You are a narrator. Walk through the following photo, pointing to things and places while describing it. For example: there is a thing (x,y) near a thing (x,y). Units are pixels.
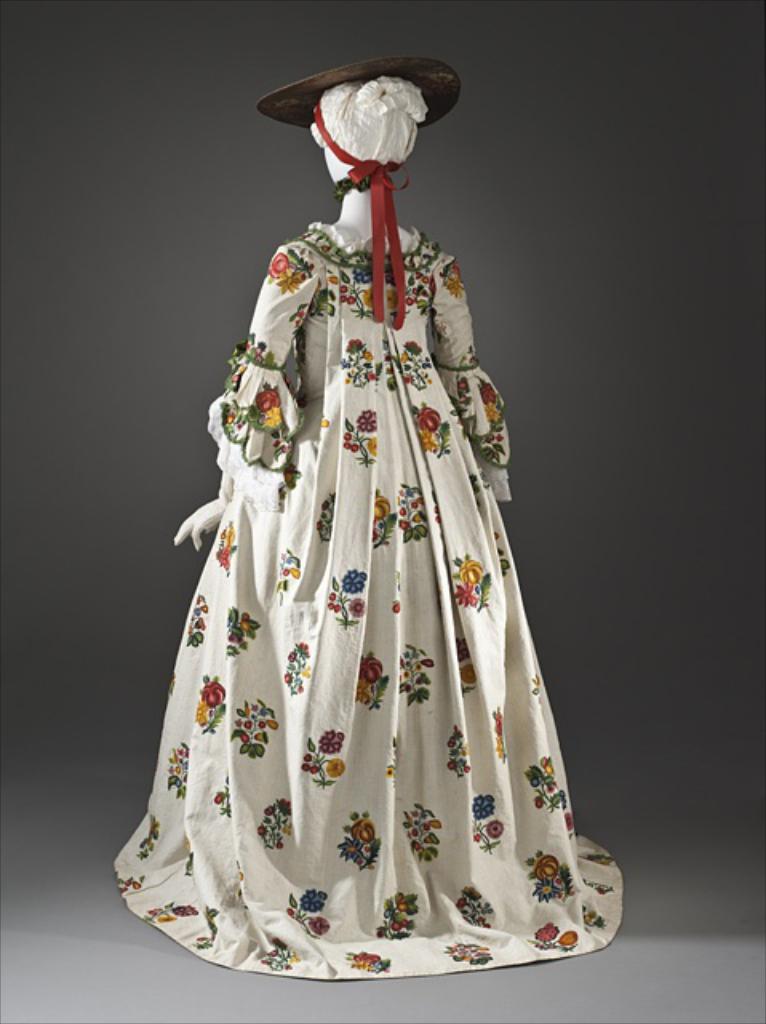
In the picture we can see a mannequin (368,215) with a woman's dress (324,774) and some designs (339,774) on it and on the top of it, we can see a hat (261,100) with a red color ribbon (401,164) tied to it.
